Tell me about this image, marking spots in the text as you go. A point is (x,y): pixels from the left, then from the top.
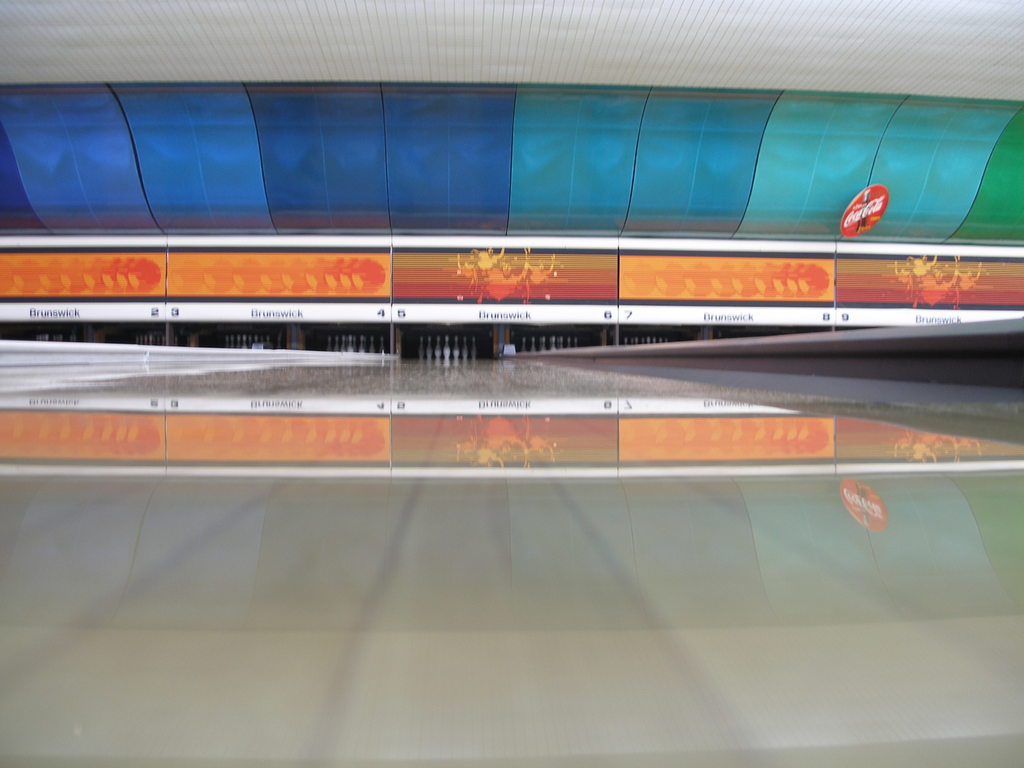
This picture is clicked inside. In the foreground (531,411) we can see the ground (974,457). In the center (464,350) we can see the group of pins (57,338) placed on the ground (429,363). At the top (541,52) there is a roof (466,29) and we can see the text (854,216) on a red color board (872,223).
